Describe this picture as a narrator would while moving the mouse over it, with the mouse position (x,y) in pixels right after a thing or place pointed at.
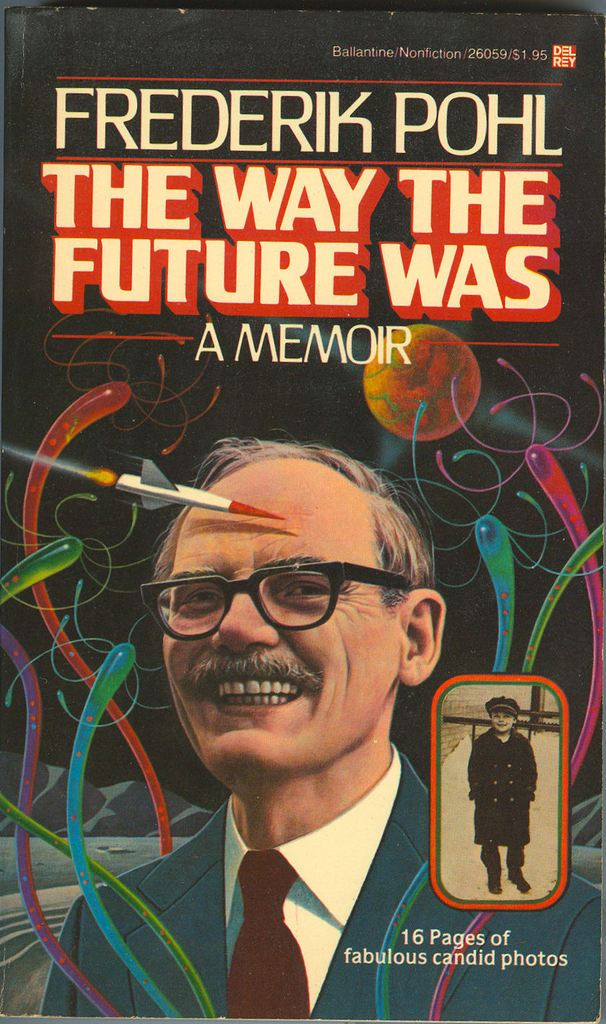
In this picture I can see there is a man (172,921) standing, he is wearing a blazer (588,989), shirt (239,919), tie (266,890) and he is laughing, there is another picture (502,824) of a person (500,781) at right side (506,801) and there is something written on it. This is a cover page (278,297) of a book (308,653).
